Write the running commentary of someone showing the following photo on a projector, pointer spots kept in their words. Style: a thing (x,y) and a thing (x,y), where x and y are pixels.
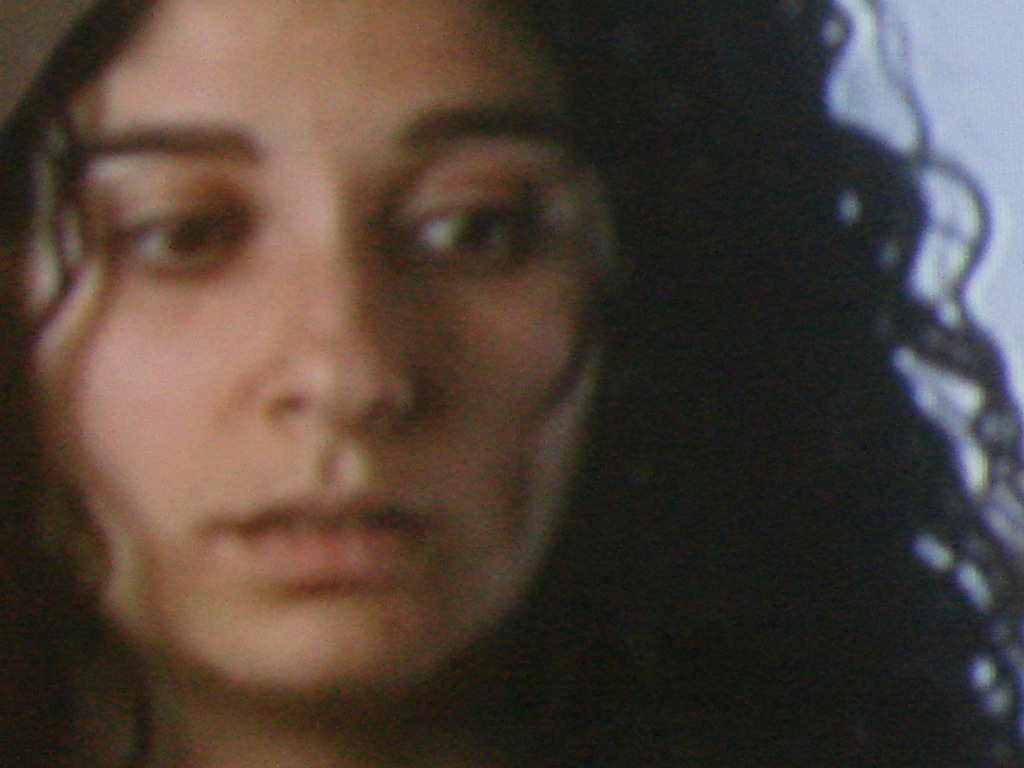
In this image in the middle (462,374), there is a woman (415,434).
